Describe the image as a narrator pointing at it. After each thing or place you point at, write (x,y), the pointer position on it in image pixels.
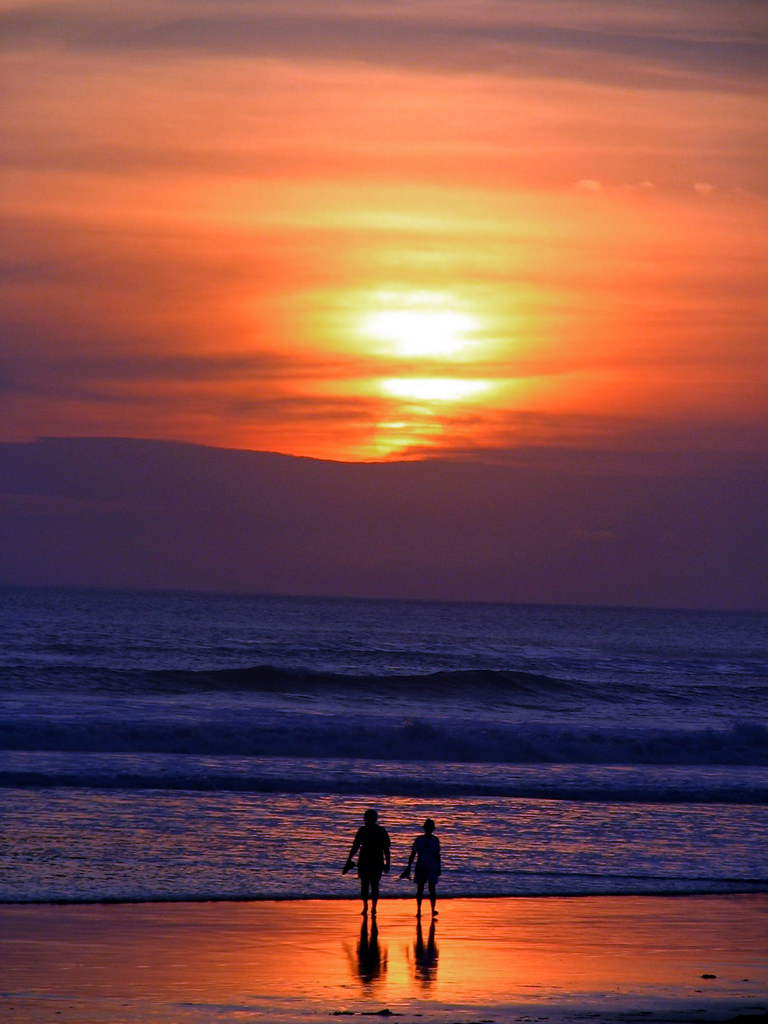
In this image two persons (432,876) are standing on the land (454,926). Before them there is water (280,699) having tides (323,766). Top of image (289,223) there is sky (397,315) having sun (417,334).
